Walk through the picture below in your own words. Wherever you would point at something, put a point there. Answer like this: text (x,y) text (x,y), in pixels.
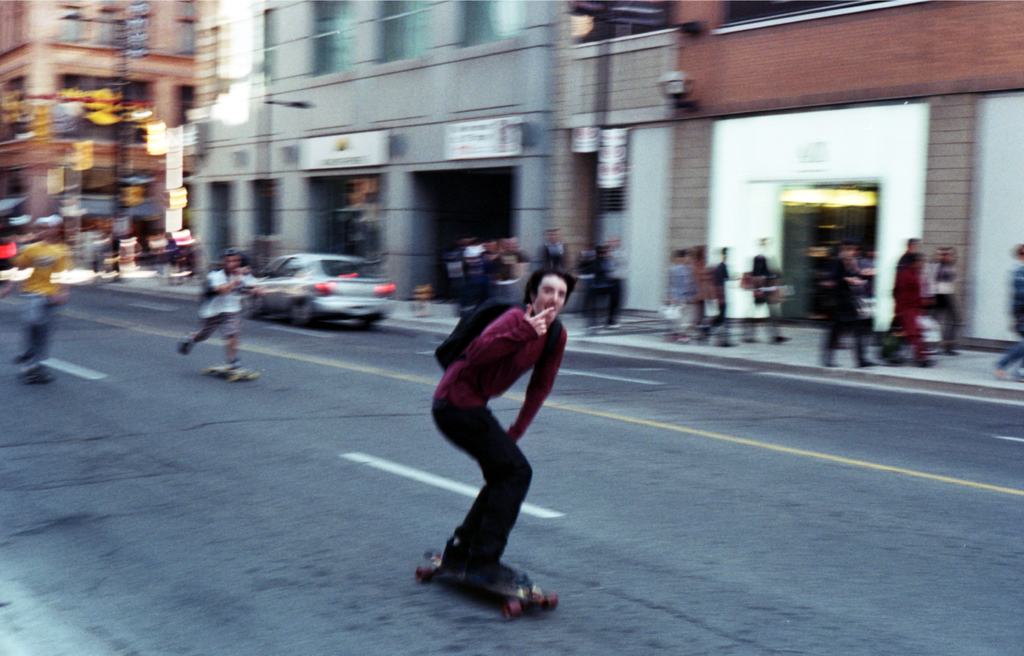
It is a blur picture there are few people (44,251) skating on the road (409,534) and behind them there is a vehicle (330,308), behind the vehicle (310,312) there is a footpath (806,328) and on the footpath (855,364) there are few people (906,323) and in the background (444,141) there are buildings (433,203).
